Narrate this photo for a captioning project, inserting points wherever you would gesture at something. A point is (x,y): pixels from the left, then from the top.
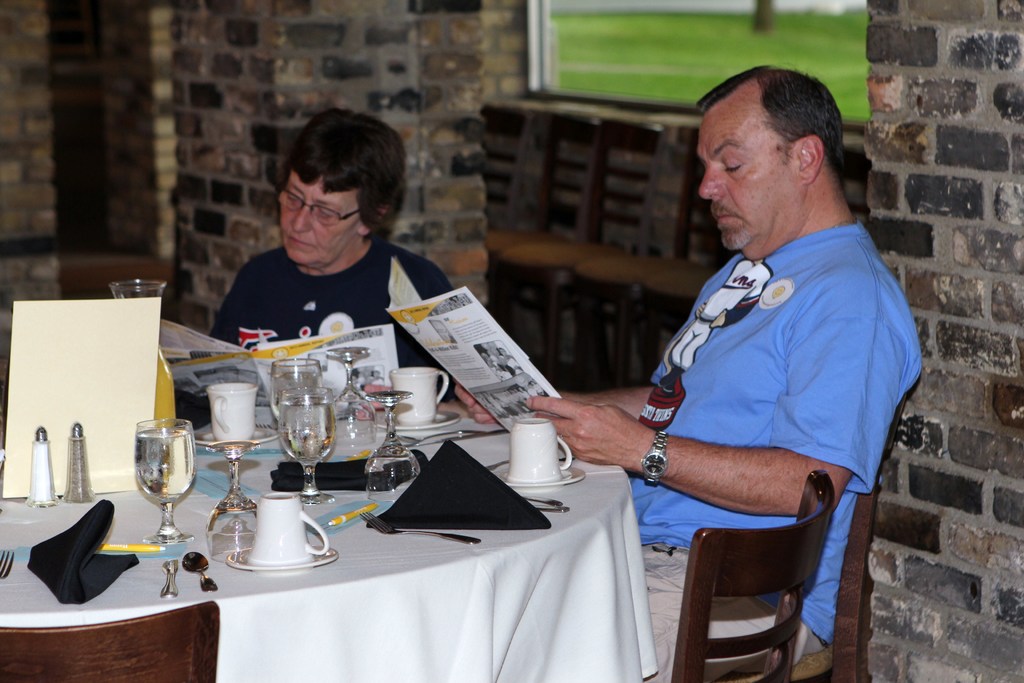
This picture shows a man (762,424) and woman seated on the chairs (707,641) and a man (594,417) holding papers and reading it and we see few glasses (306,463) and cups (556,440) and forks (406,535) and spoons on the table (24,582) and we see a brick wall (473,85) from the window (835,98) we see green grass (575,76).
